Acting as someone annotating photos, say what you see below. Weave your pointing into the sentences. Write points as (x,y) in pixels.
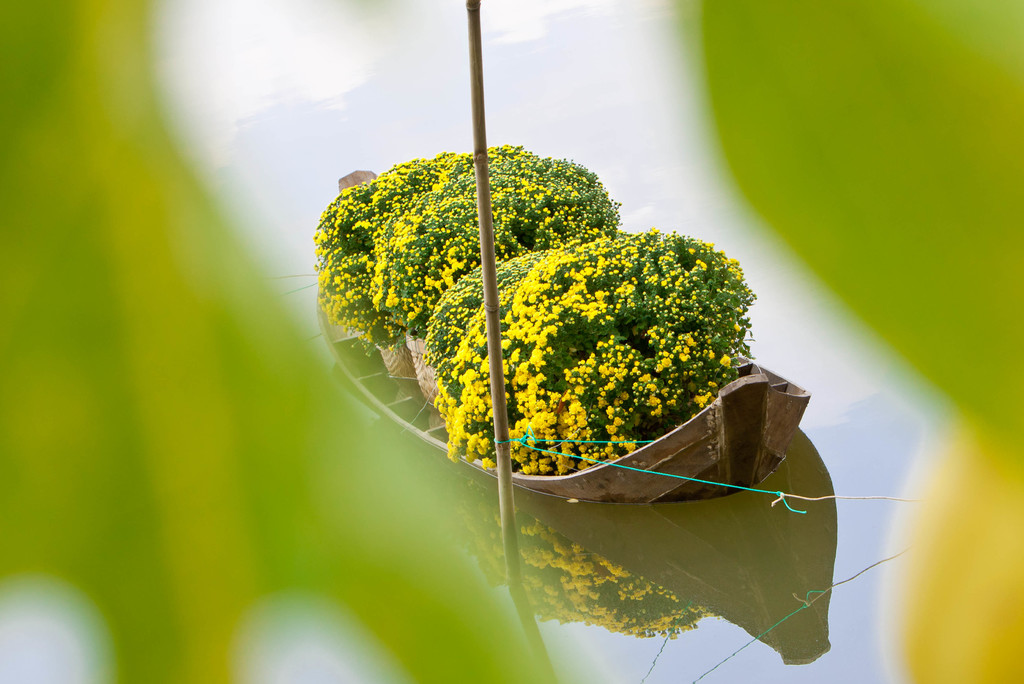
In this picture there is a boat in the center of the image (536,329) on the water (341,157) and there are flower plants (455,272) on the boat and there is a stem (504,475) in the center of the image (501,398).
